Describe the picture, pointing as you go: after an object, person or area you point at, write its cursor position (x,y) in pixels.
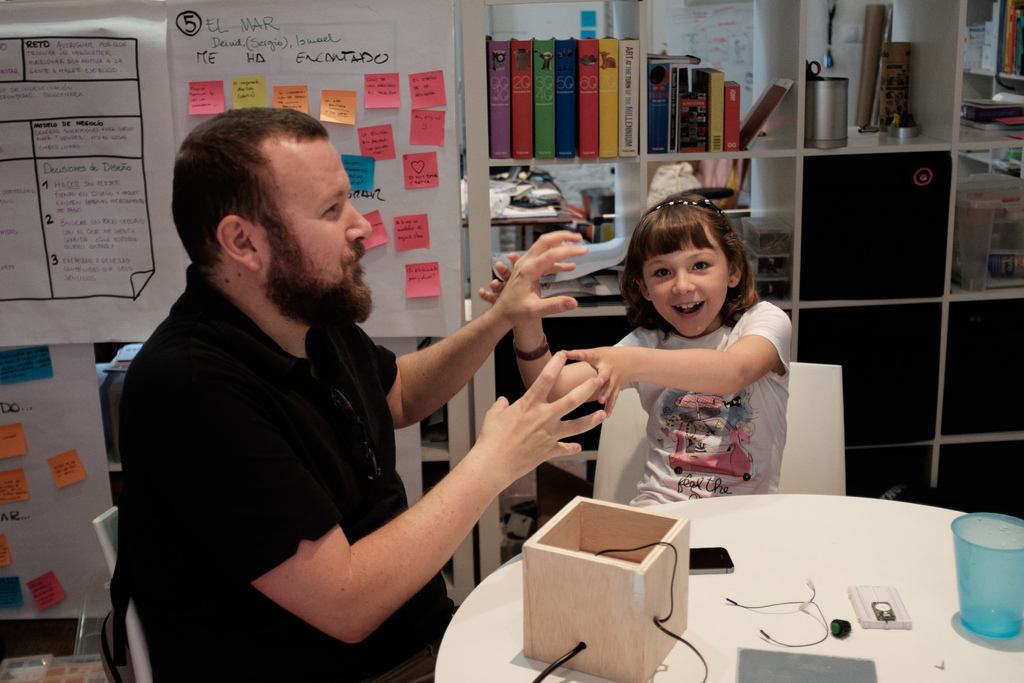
In this image, girl (667,375) and man (357,463) are sat on the white chair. In-front of them, there is a white table (775,567), few items (1023,585) are placed on it. And the background (866,226), there is a big shelf (731,186), that is filled with the items (967,200). On left side (324,61), there is a chart (342,69) and some stickers (376,146) are placed.
